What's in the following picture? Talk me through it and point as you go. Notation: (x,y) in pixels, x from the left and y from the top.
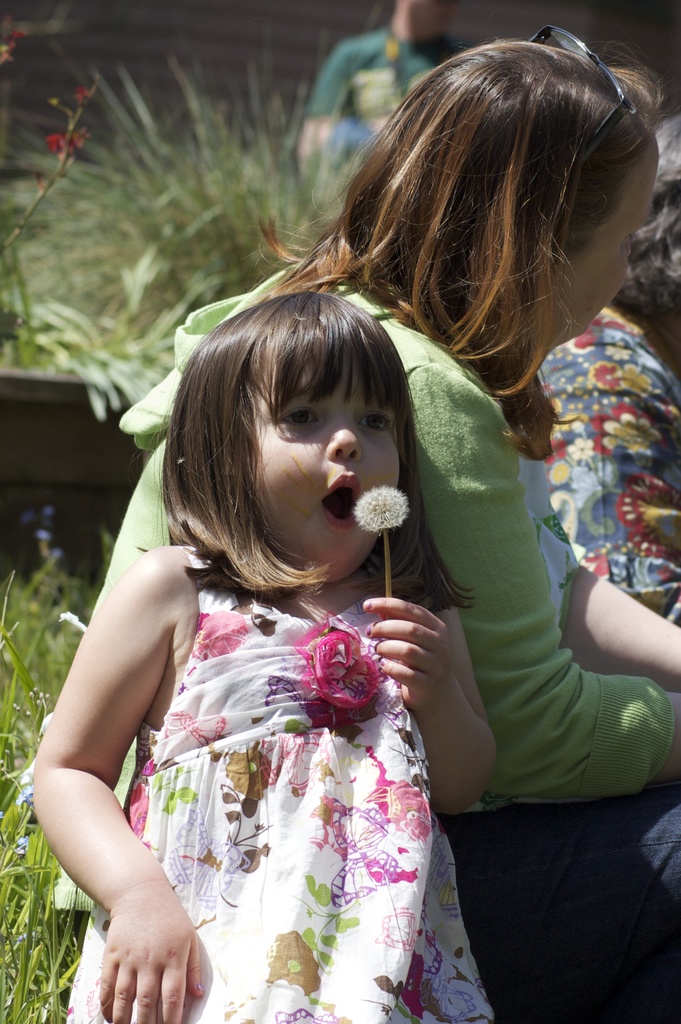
In this image I can see few people (349,535). In front (347,788) the person (361,631) is wearing white and pink color dress (349,802) and holding some object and I can also see the person (457,528) sitting. In the background (275,213) I can see few plants (101,286) in green color.
